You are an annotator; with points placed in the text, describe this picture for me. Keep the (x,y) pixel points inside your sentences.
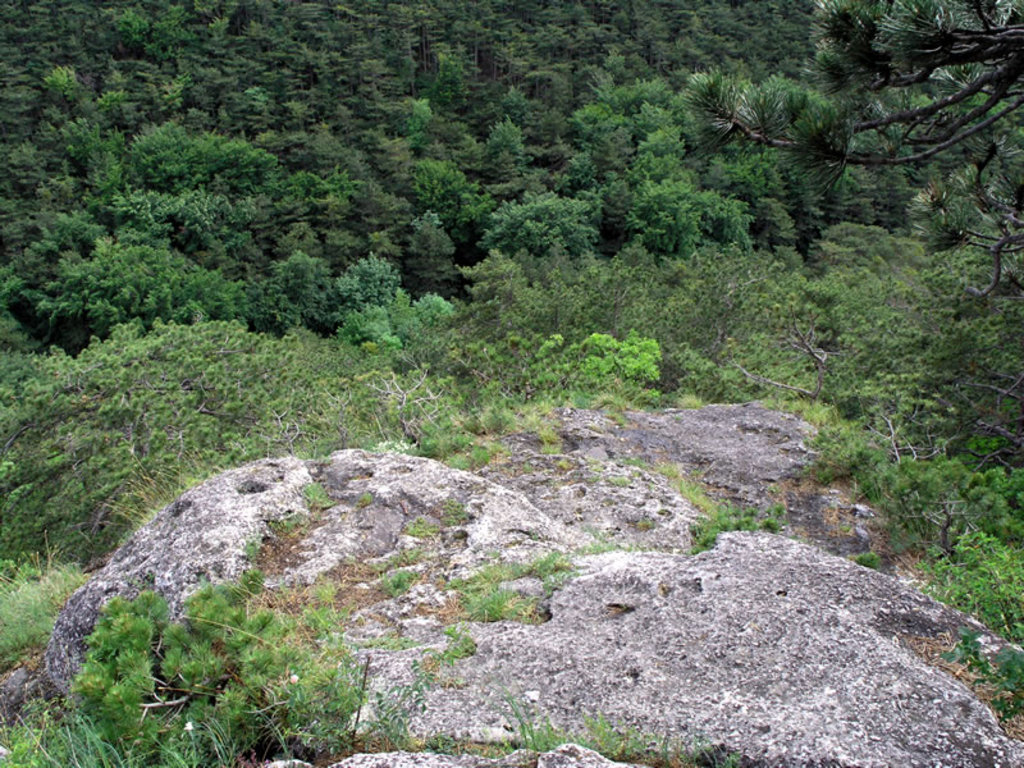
In this picture we can see the rock (478,497), plants (474,448) and trees (562,40).
